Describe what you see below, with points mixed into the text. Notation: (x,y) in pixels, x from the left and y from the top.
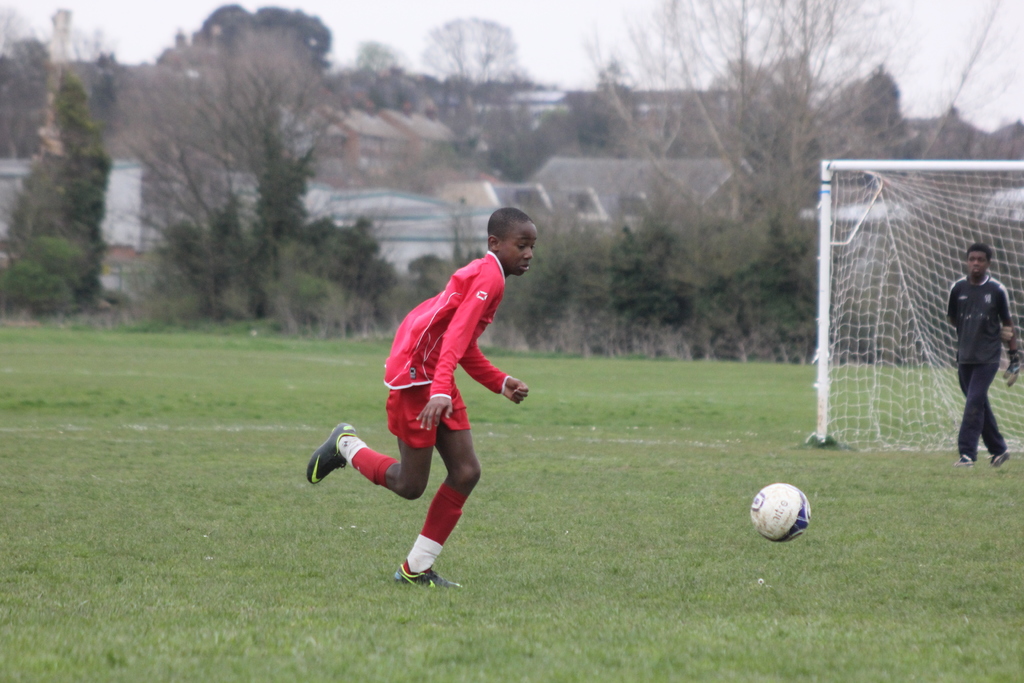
This image is clicked in a ground (705,474). There is net (927,404) on the right side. There is a person (962,452) standing near the net (911,411). There are trees (685,246) in the middle (552,268). There are houses (110,230) in the middle (392,231). There is sky (537,56) at the top (908,14). In the middle (525,389) there is a person (471,300) playing a game. He is wearing a red dress (413,401). There is the ball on the right side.
